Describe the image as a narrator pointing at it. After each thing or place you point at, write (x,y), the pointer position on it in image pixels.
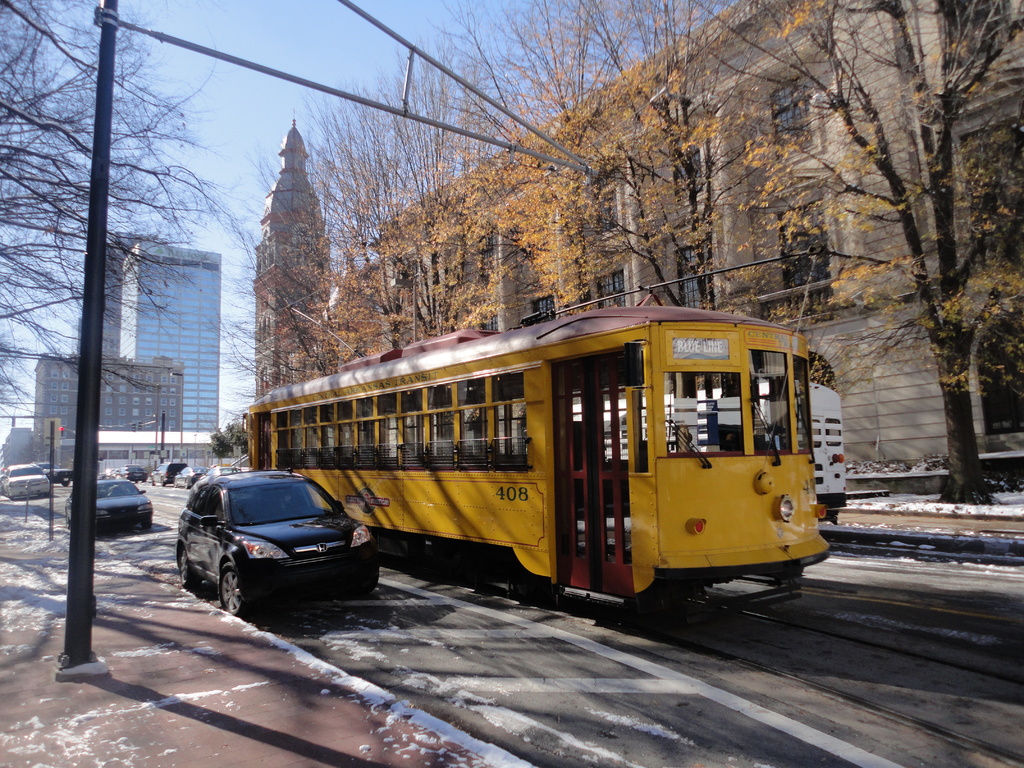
This looks like a tram (585,588), which is moving on the track (714,655). I can see few vehicles (206,494) on the road (164,490). These are the trees (652,217) with branches (161,208) and leaves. This looks like a pole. These are the buildings (187,330) with windows (213,326).
